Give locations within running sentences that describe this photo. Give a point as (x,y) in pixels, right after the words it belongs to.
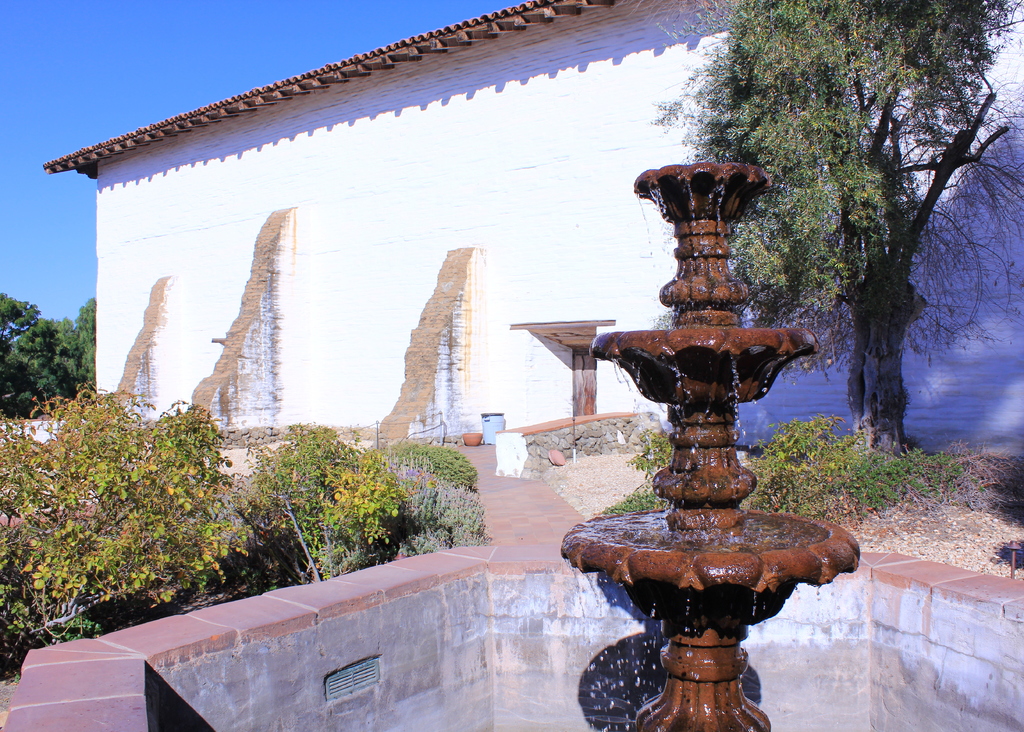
In this picture we can see a fountain (743,650) with water (745,542) and beside the fountain (719,553) we can see plants (885,471), path (505,507), some objects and in the background (96,363) we can see a building (335,193), trees (40,379), sky (207,44).
